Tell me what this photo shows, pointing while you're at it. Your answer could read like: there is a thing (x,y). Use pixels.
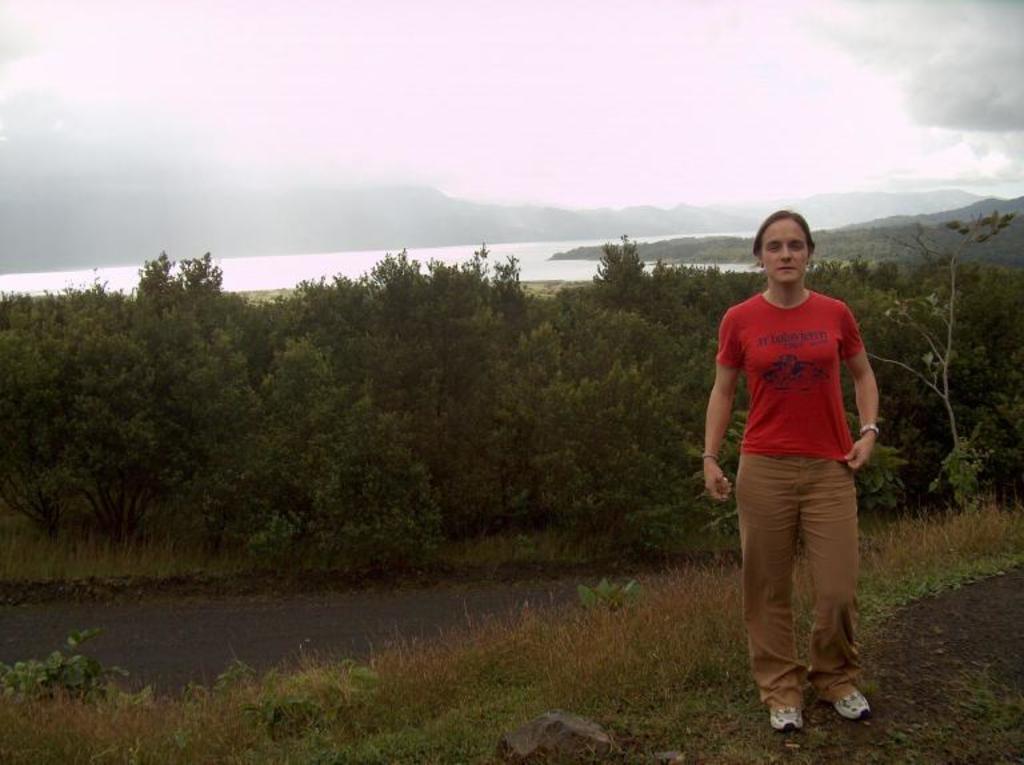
In this image, I can see a woman (803,443) who is wearing a red t-shirt (758,448) and a brown pant (834,475) and she is standing on the grass (898,570). In the background (604,478) I can see lots of trees (416,478), water (503,245) over here and the sky (310,146).
